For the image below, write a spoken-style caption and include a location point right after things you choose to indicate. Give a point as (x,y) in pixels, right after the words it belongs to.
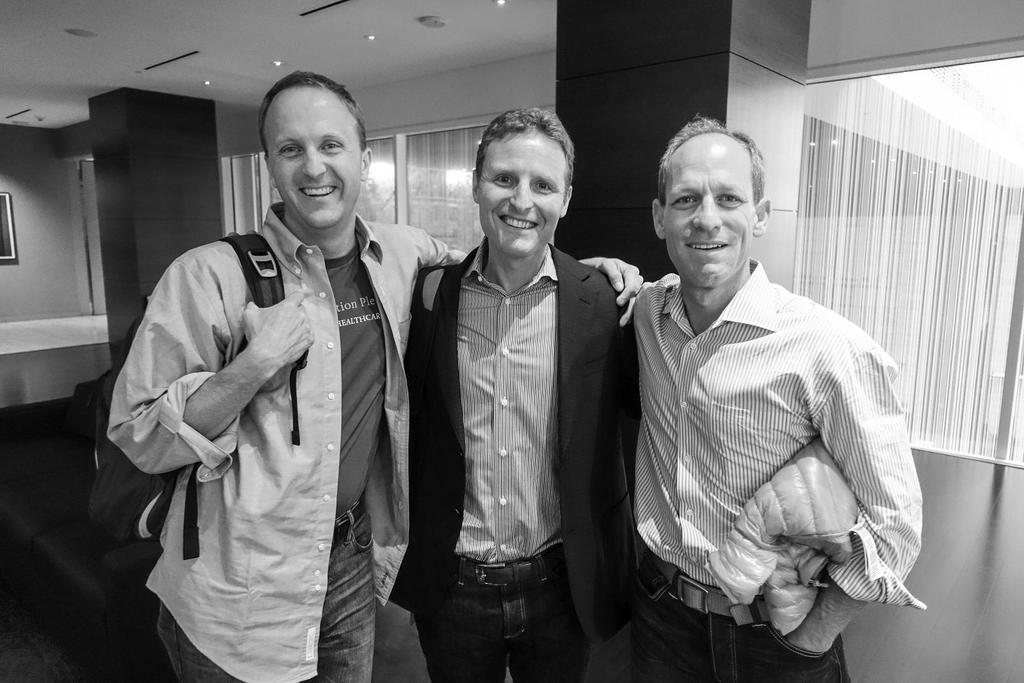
In this image we can see three people (591,384) standing and smiling. In the background (815,272) there are windows (473,203) and we can see blinds (815,272). At the top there are lights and there is a sofa (104,566).
